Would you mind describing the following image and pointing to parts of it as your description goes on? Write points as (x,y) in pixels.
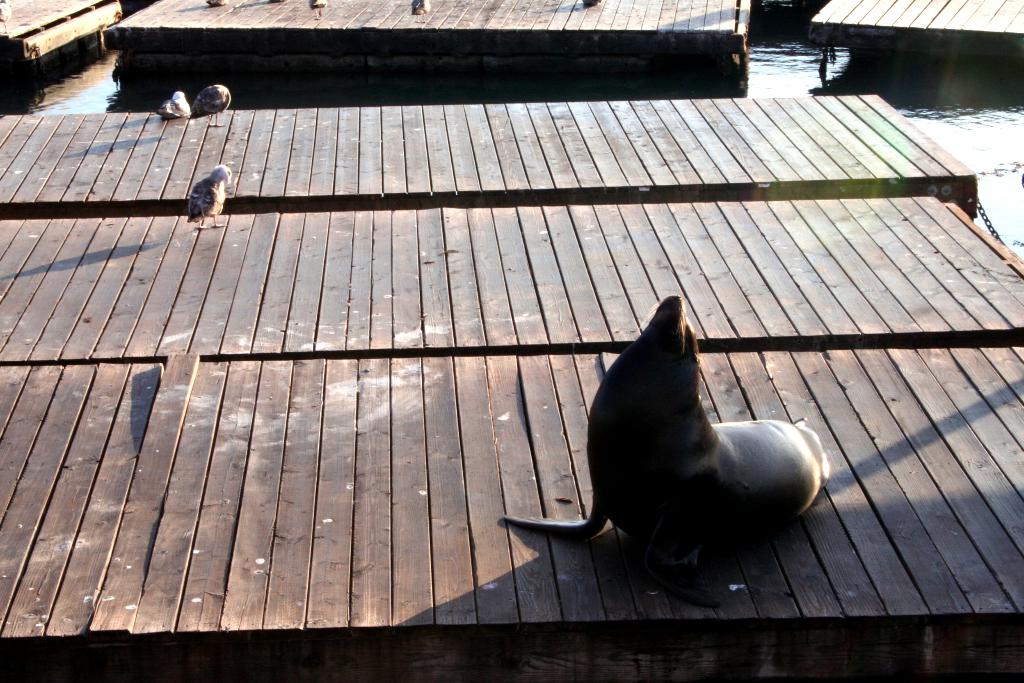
In this image I can see a seal (635,438) and the birds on the wooden surface (352,297). These wooden surface (545,233) is on the water (616,97). To the right (985,221) I can see the chain (998,236).
